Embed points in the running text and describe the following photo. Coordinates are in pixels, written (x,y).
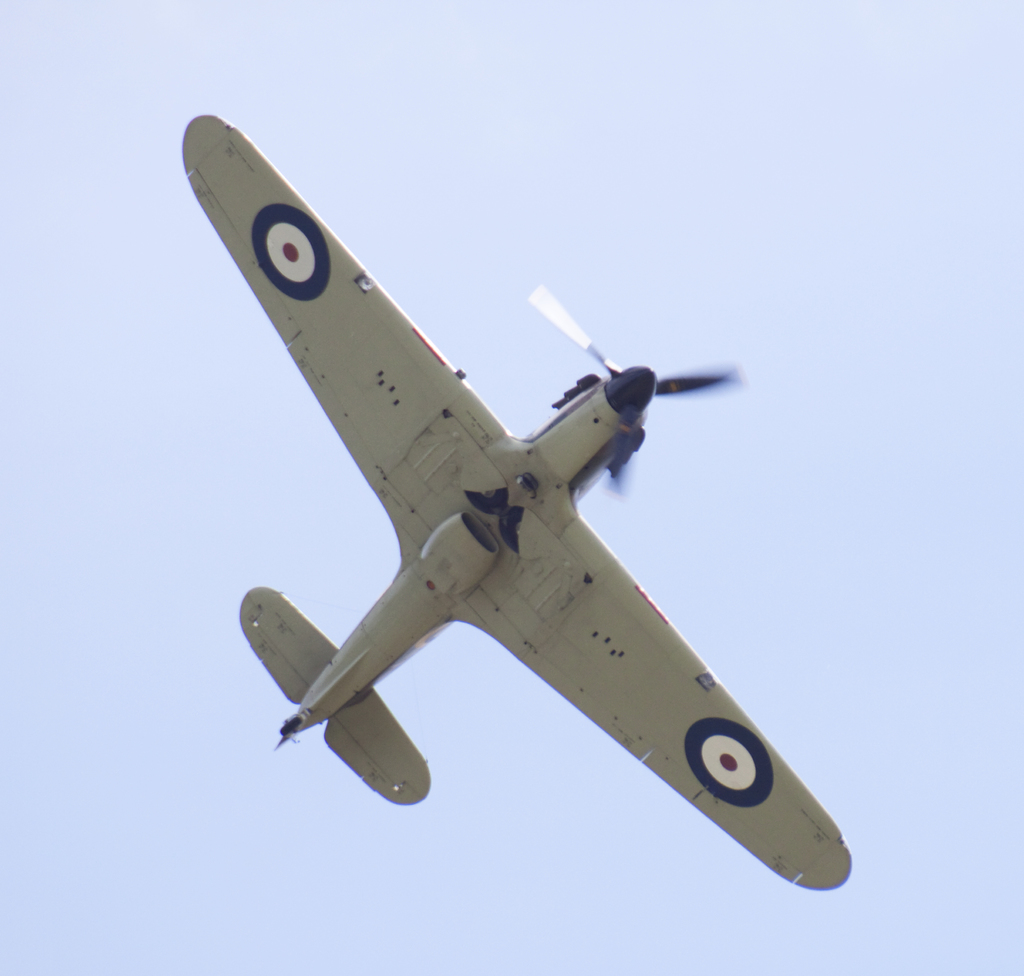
In this image, we can see airplane (590,613) in the sky (990,32).
